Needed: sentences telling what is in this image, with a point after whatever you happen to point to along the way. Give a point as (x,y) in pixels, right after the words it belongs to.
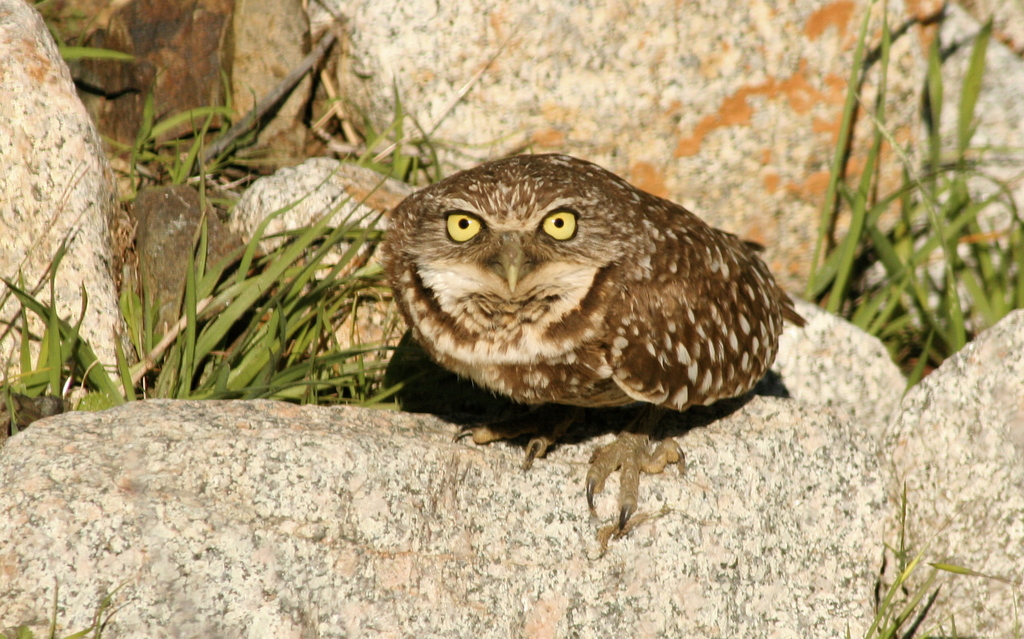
In this picture there is an owl (624,207) standing on the stone (554,545) and there are stones (557,580) and there are plants (84,349).
